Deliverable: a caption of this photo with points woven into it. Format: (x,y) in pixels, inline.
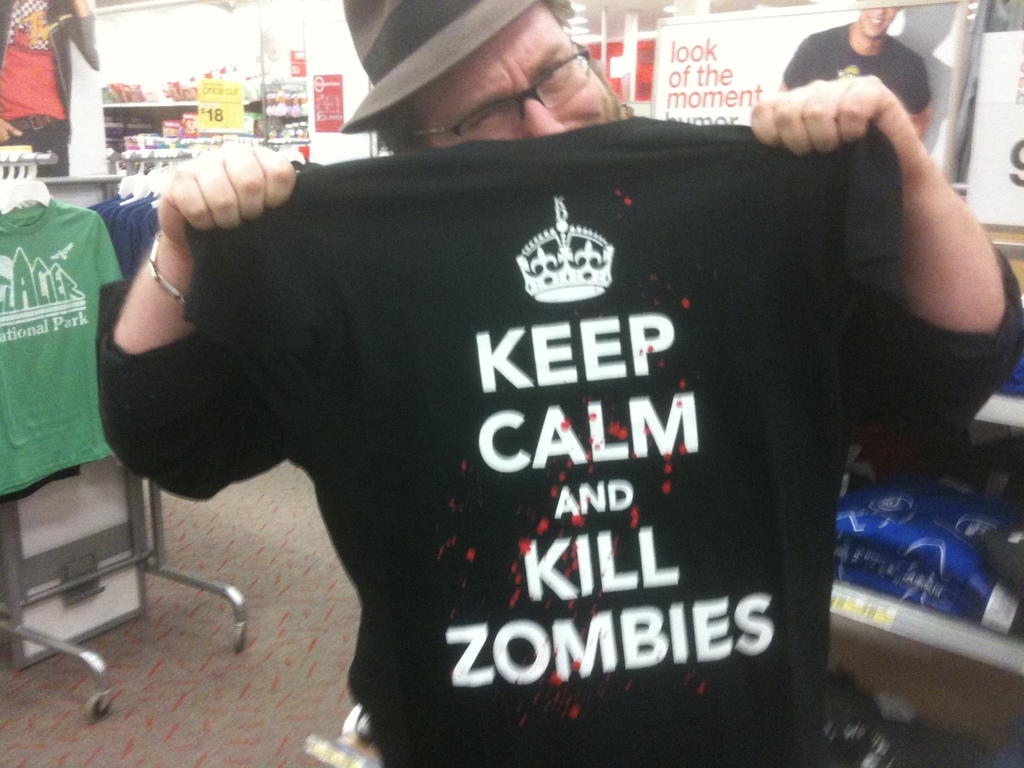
In this image there is a person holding a T-shirt (521,300) in his hand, behind the person (413,85) there are few other items (158,169) in the store (87,139).
